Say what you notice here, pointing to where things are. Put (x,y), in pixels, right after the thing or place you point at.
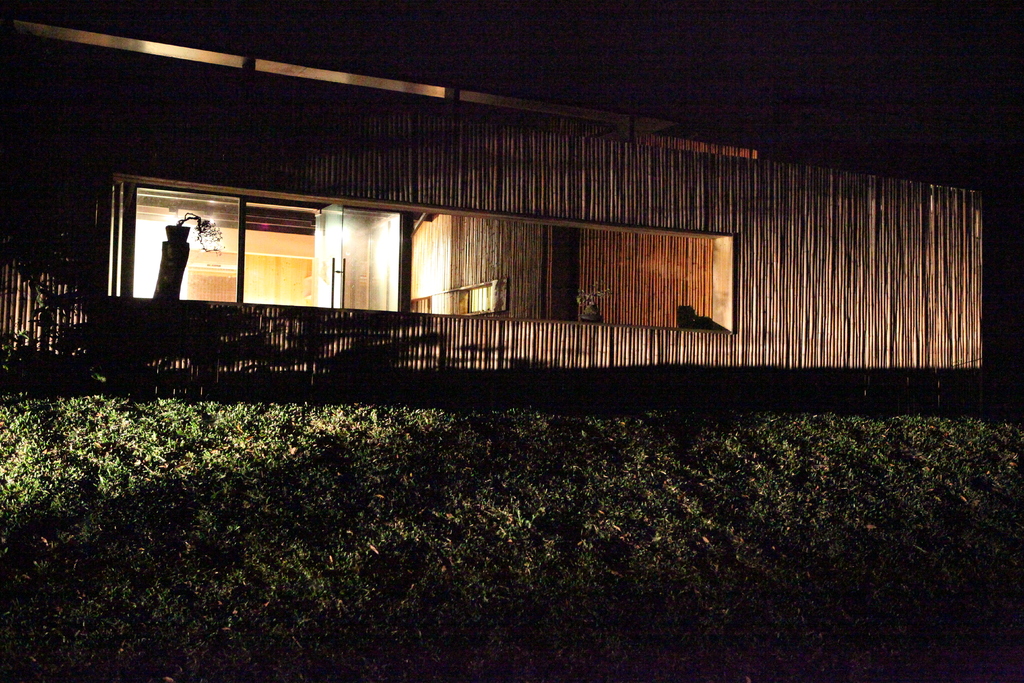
In the picture we can see plants (504,646), house (651,187), and a glass door (376,237).
